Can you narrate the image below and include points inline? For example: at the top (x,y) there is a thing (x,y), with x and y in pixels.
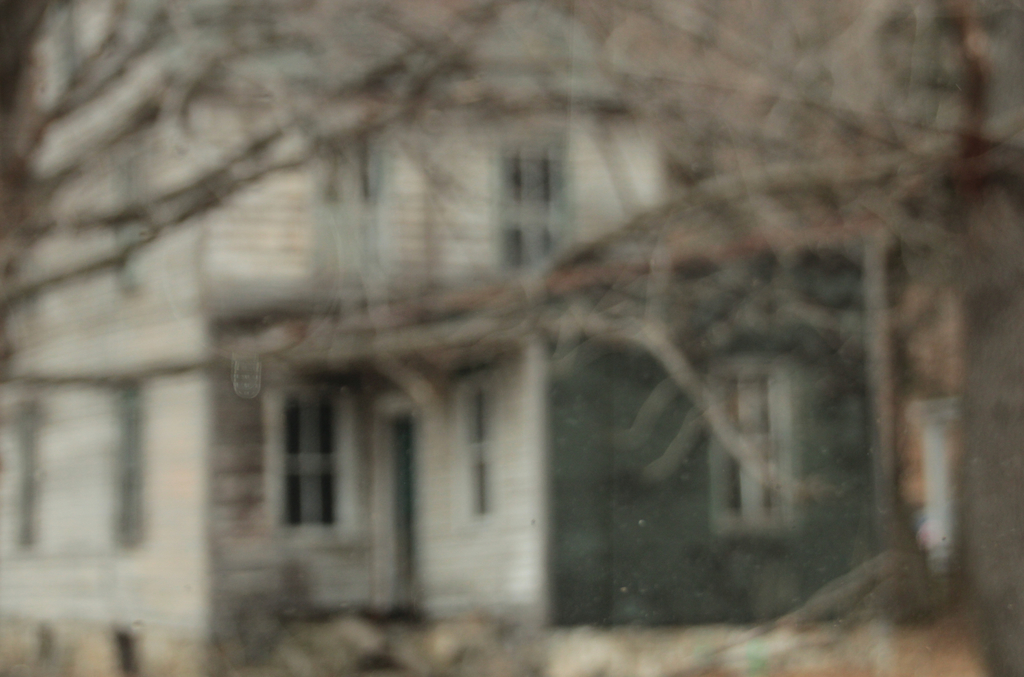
This is a blur image. In this image we can see branches (355,338) of trees (370,341). Also we can see a building (487,433) with windows (326,432).
